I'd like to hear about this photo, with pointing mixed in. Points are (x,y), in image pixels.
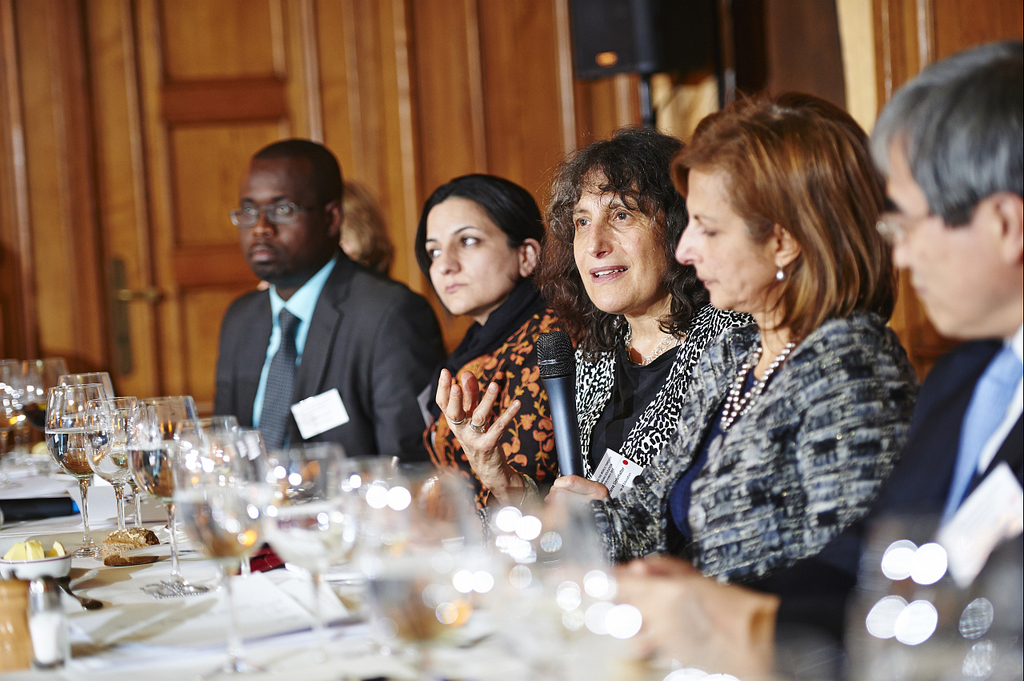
This image consists of five persons (602,429). In the middle (629,347), we can see a woman (475,405) holding a mic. In the front (256,612), there is a table (129,616) on which we can see the glasses (223,502) and papers (100,507). In the background (205,215), there is a door (233,185) made up of wood (498,86).
